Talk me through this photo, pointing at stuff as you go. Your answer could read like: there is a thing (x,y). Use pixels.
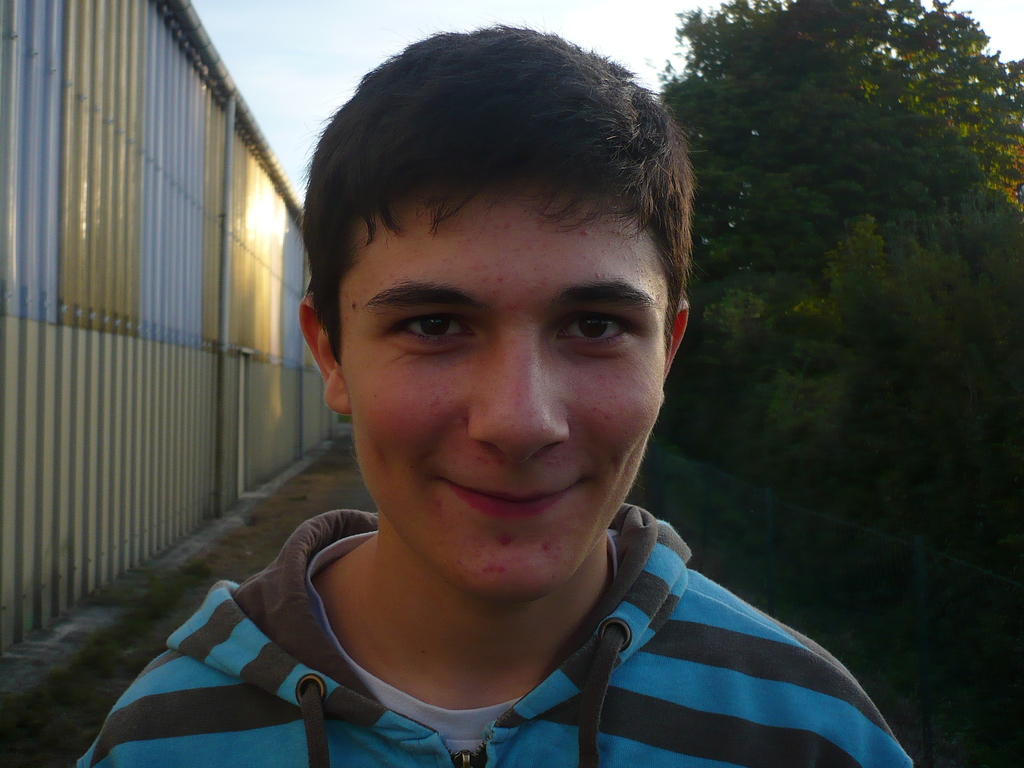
In this image I can see a man (449,601) is smiling. In the background (753,192) I can see trees (700,282), a wall (292,303) and the sky (272,24).
